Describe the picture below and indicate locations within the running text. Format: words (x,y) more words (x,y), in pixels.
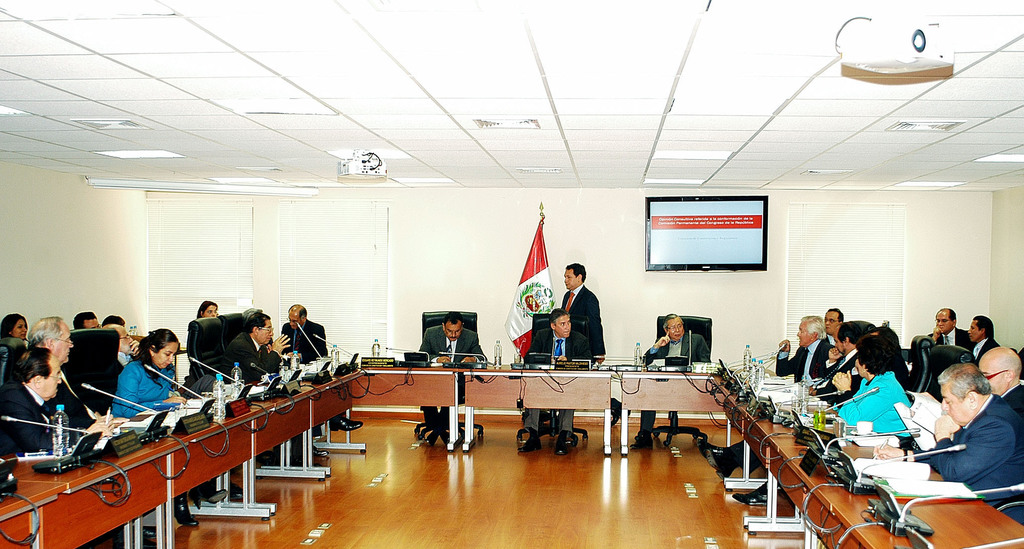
This picture is of inside. There is a Conference room (674,71), on the right (851,362) there are group of people (1018,458) sitting on the chairs (921,351) and there is a table (962,521) on the top of which there are some papers (892,469), bottles (752,356) and glasses (842,427) are placed and there is a machine (904,522) to which the microphone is attached and placed on the top of the table (958,509). In the center (573,342) there are three persons (557,341) sitting on the chairs (568,429), behind them there is a Man (594,311) seems to be walking and there is a Flag (536,270) placed on the ground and on the left (48,384) there are group of people (270,344) sitting on the chairs (111,348). On the top (378,166) there is a projector (352,165) attached to the roof (373,147) and in the background (619,208) there is a wall (633,270) and a television (694,232).
